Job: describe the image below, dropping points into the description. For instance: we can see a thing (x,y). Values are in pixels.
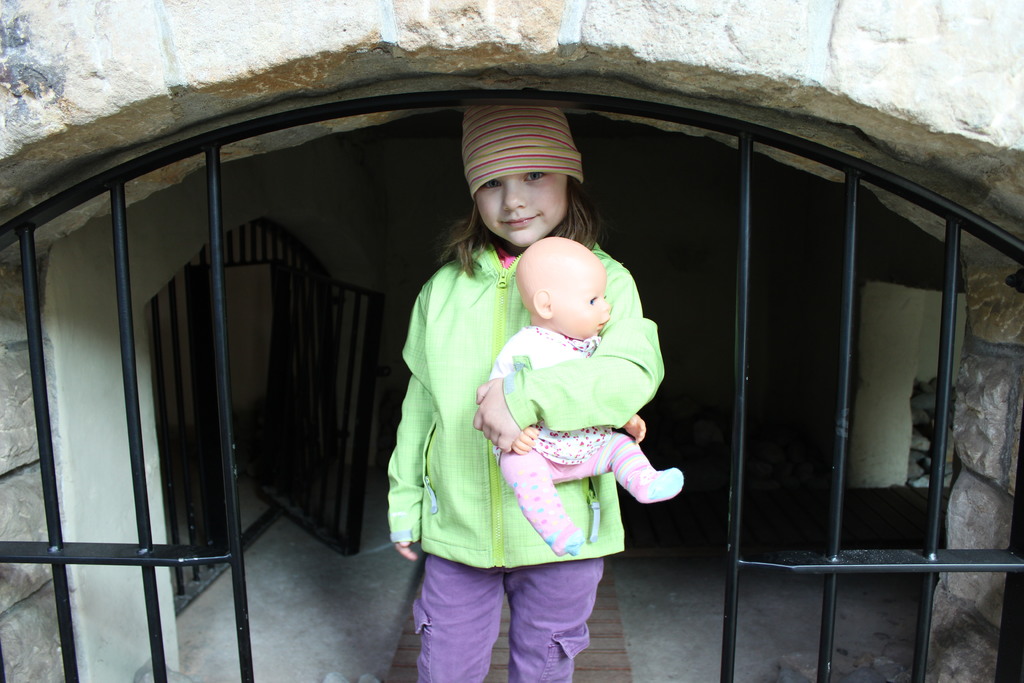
In this image there is a child (548,370) standing and holding a toy (545,295) in her hand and in front of her there is a gate (119,312). In the background (404,203) there is a wall (428,190) and on the left side of the image (164,387) there is an another gate (327,389). On the left side of the image (318,380) there is a way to the next room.
